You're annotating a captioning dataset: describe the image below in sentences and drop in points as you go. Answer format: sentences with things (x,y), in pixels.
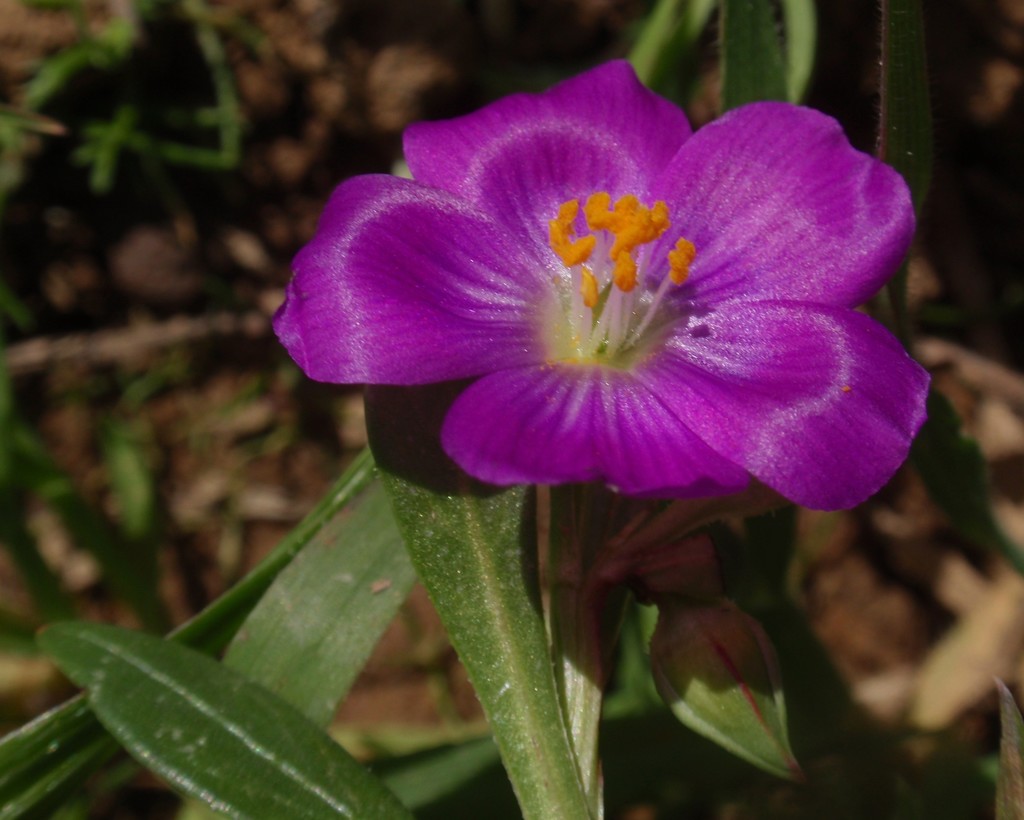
This image is taken outdoors. In the background (201,529) there is a ground (184,507) with many dry leaves (180,335) and a few plants (121,116) on it. In the middle of the image (668,531) there is a plant (419,447) with green leaves (476,651) and there is a flower (539,269) which is violet in color.
